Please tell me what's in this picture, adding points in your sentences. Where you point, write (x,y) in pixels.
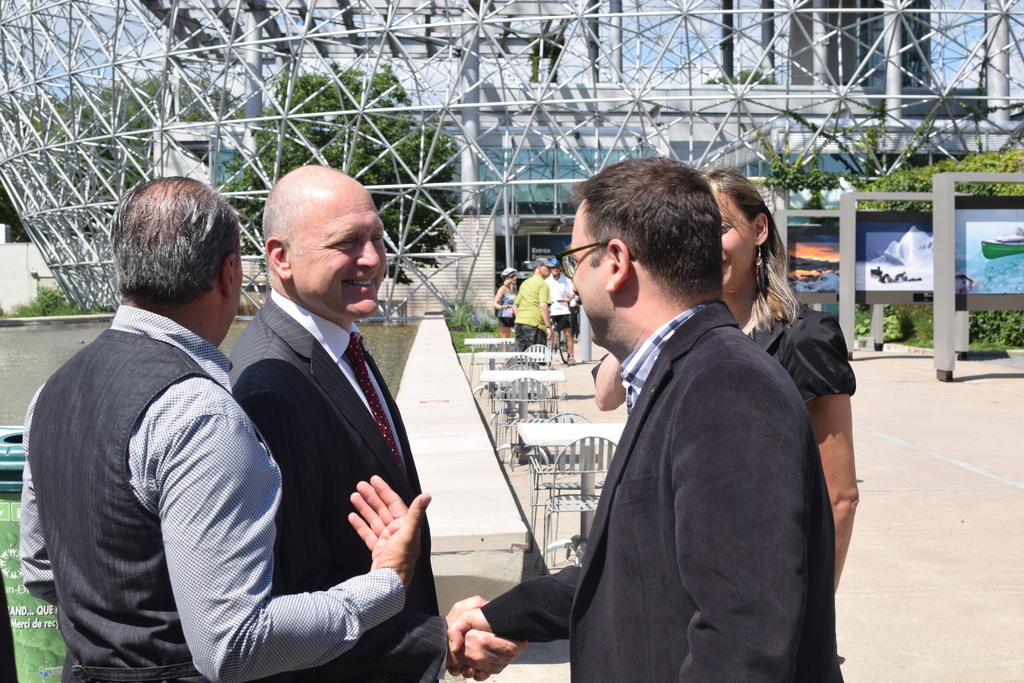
In the picture I can see people (369,405) standing. I can see two people (364,455) giving a shake hand. In the background (312,94), I can see people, tables (509,374), chairs (530,401) and the building (520,251).
